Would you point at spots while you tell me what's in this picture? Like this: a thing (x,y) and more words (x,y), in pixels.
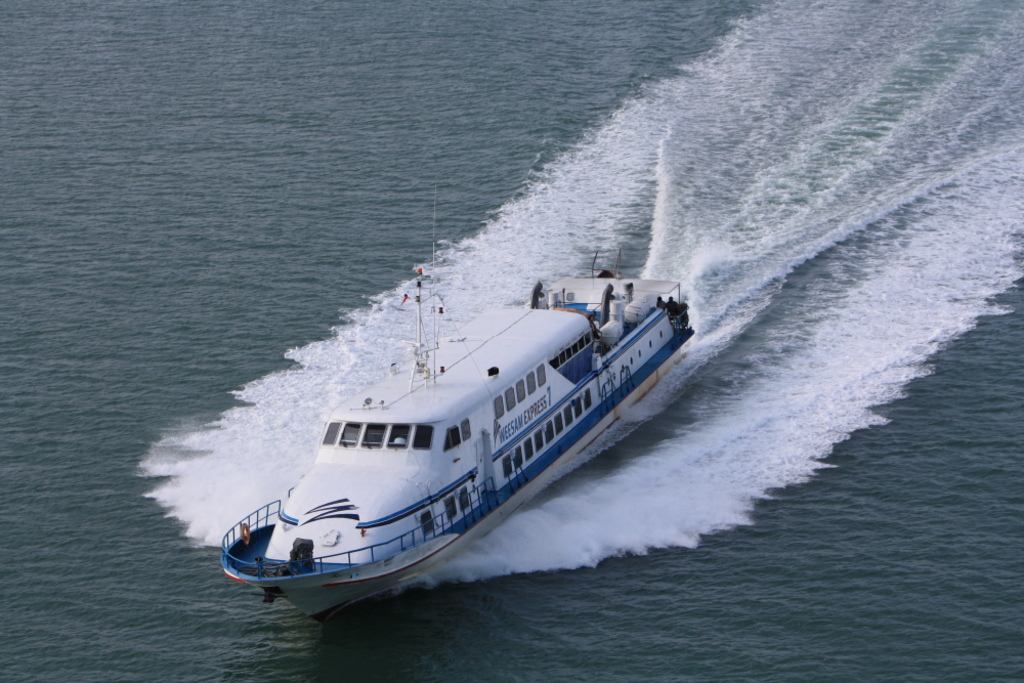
In the middle of this image (586,369) I can see a ship (573,426) on the water (221,405).
